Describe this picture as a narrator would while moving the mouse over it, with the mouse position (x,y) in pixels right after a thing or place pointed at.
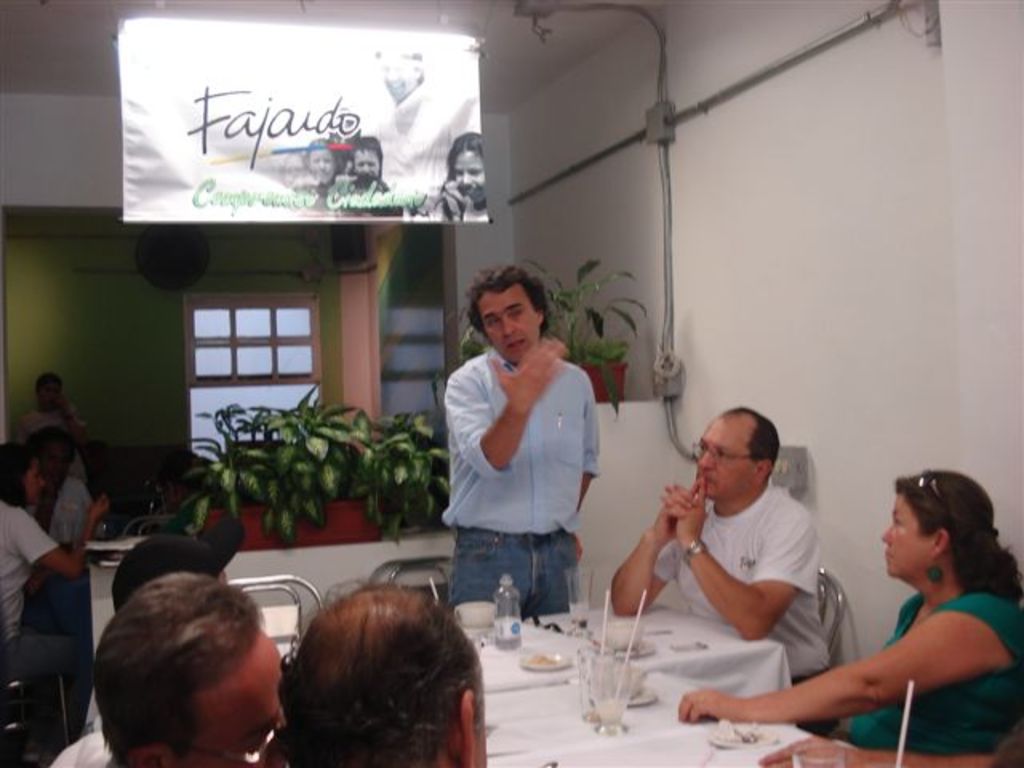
This is a picture taken in a room (677,368), there are a group of people (780,560) who are sitting on a chair (298,606) and a man (527,469) in blue shirt (522,459) explaining something. Background of this people (513,444) is a house plants (307,474) and a banner (304,100) is hanging to the roof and a wall (135,354) which is in green color. There are some other people (42,495) sitting behind the house plants (253,505).
